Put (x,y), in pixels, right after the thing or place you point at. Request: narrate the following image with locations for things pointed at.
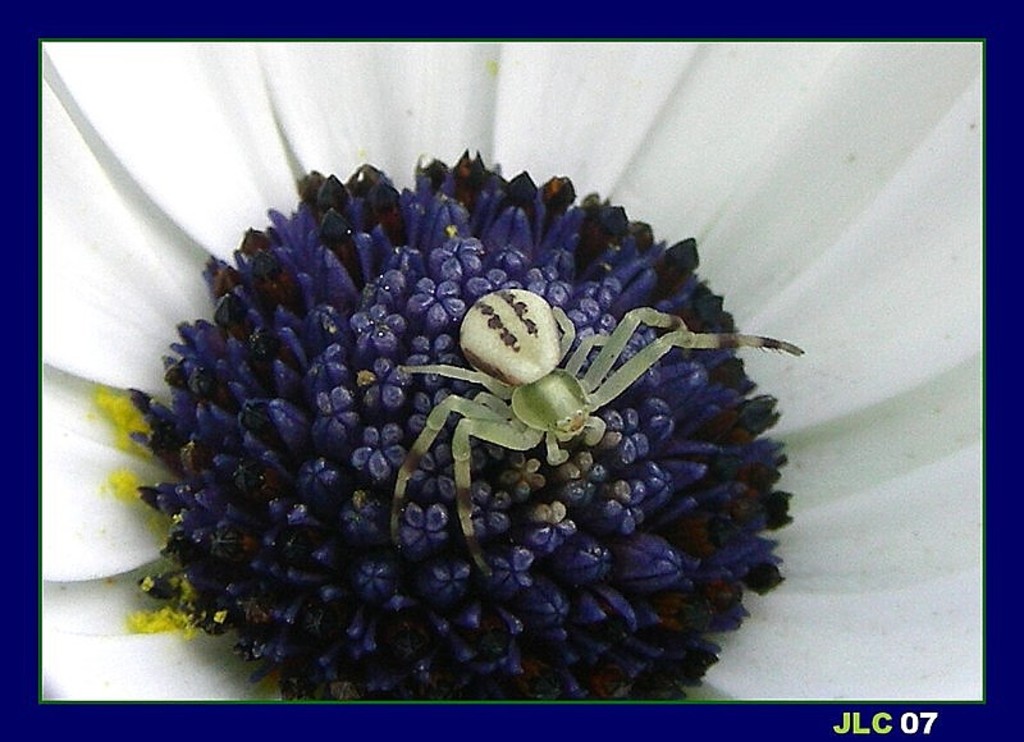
In this picture, we see the flower (423,291) and a spider (553,393) in white color is sitting on the flower (622,494). This flower (622,494) is in white and blue color. This might be an edited image or it might be a photo frame.
